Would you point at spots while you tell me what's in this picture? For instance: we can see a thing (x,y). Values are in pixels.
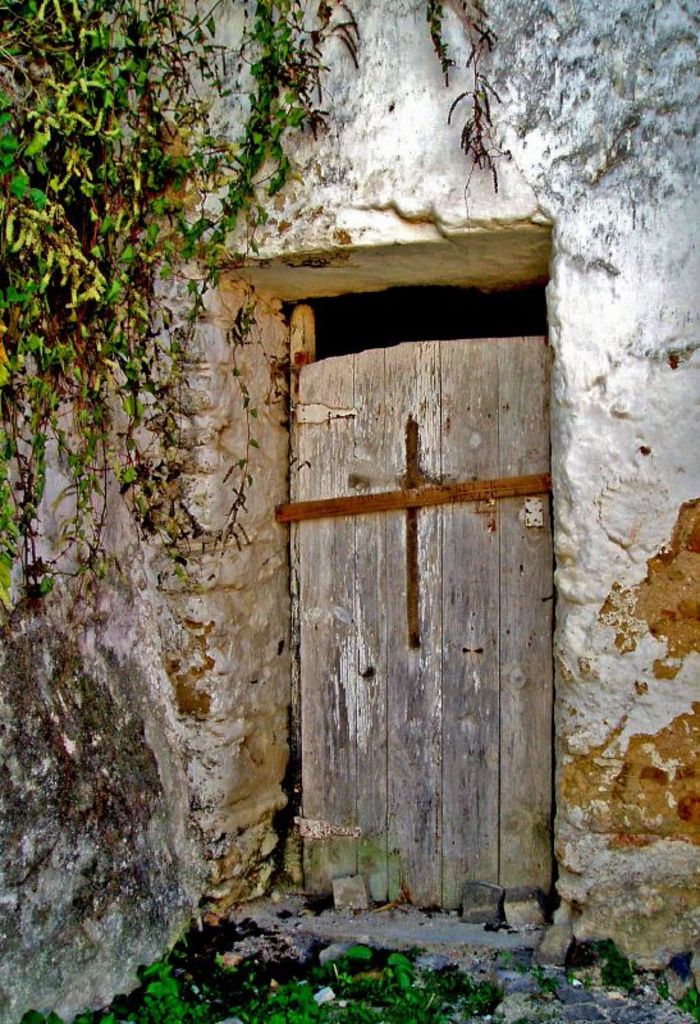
In this picture we can see a door (447,613) to a wall (613,240). At the bottom of the image (282,1013), there are plants (249,982). In the top left corner of the image (112,186), there is a creeper plant (54,172).
